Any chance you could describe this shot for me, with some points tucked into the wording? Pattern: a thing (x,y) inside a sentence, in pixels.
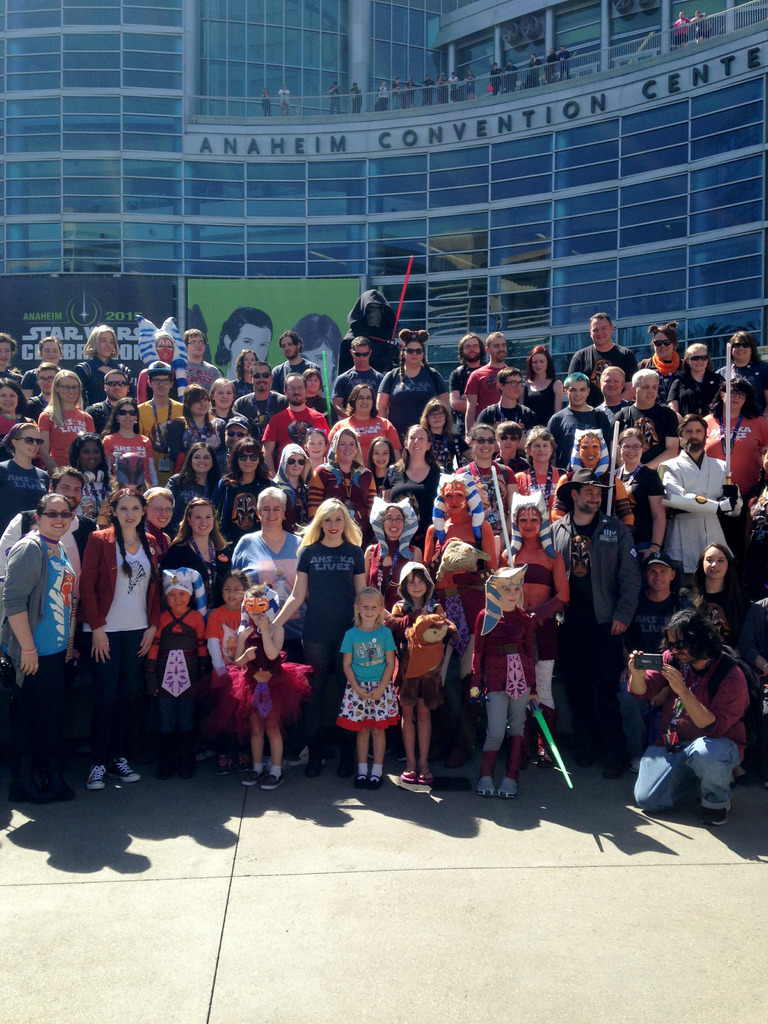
In this image I can see few children (488,611) and number of people (348,548) are standing. I can see smile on most of their faces (330,514) and I can see few of them are wearing shades (35,443). Here I can see one of them is holding a camera (660,664). I can also see shadows (627,821) over here and in background (224,207) I can see a building (347,190). I can also see something is written in background (219,151) and I can also see few more people (412,88) over there.
